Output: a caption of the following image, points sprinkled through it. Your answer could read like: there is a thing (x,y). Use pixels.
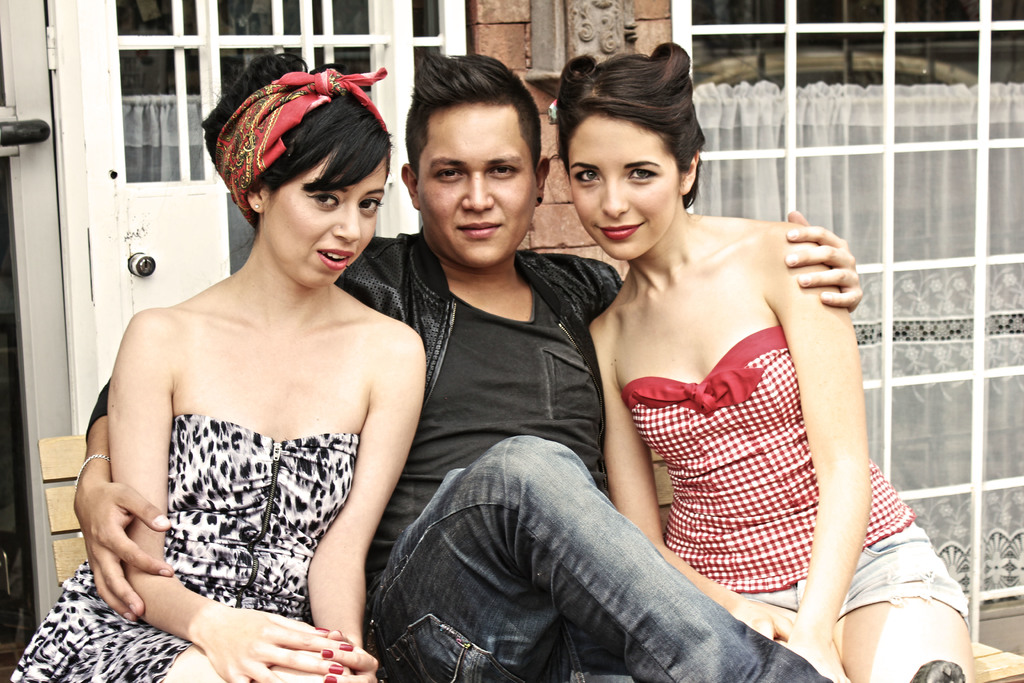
In this image I can see some people (561,399). In the background (973,216), I can see a white cloth (897,284).
